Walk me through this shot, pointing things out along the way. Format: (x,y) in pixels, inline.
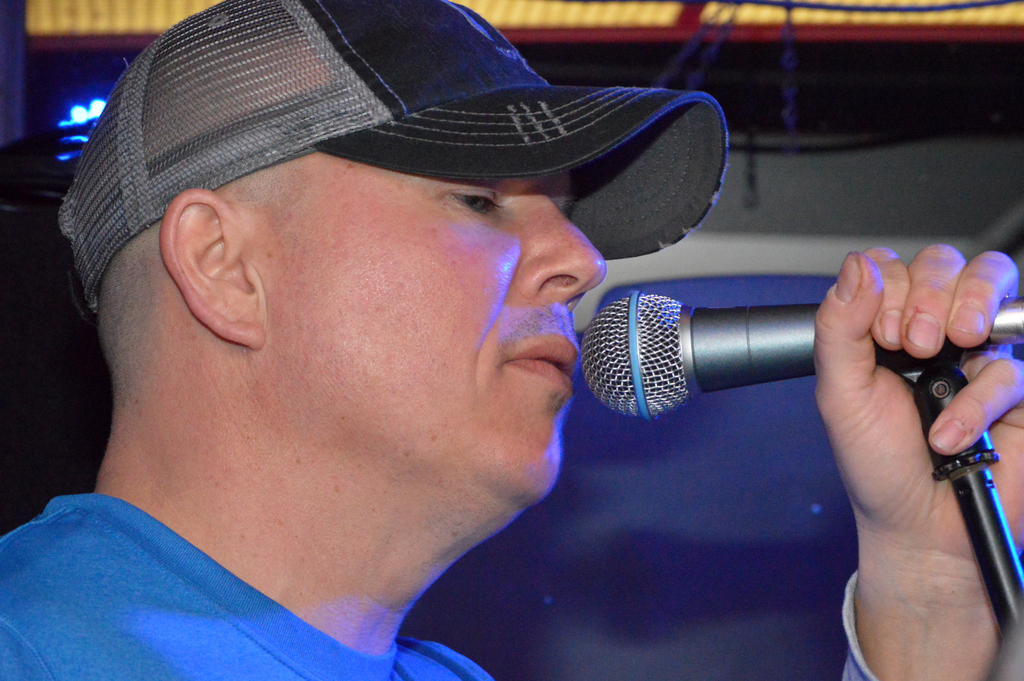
there is a man (1001,275) holding a microphone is wearing a cap (118,137).
